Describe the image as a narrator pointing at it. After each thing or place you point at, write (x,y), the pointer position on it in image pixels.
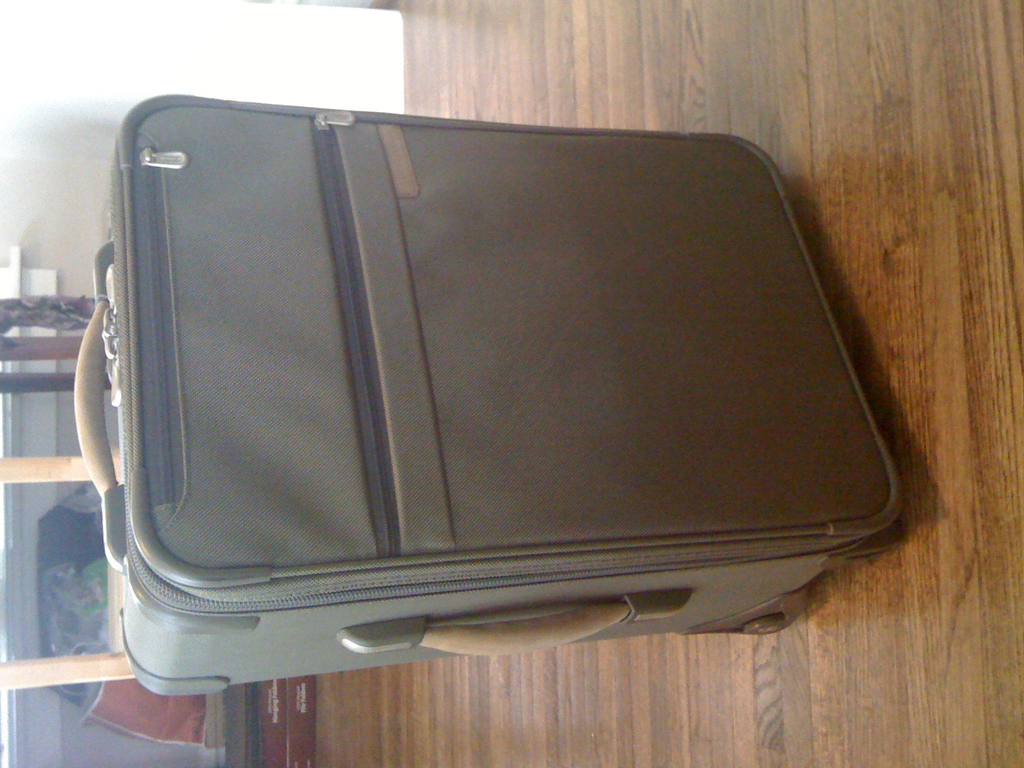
In this image there is light green color trolley (615,270) with zips (352,346) and holder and in back ground (89,674) there is a table (78,667).
